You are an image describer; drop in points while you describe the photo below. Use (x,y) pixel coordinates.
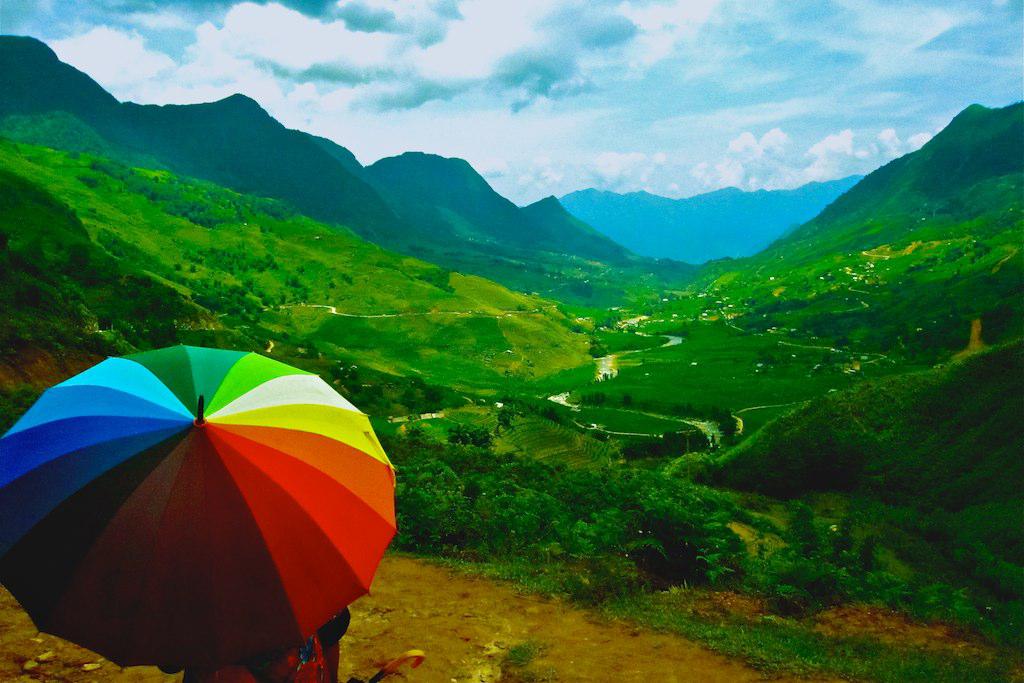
In this image we can see a person (301,656) holding an umbrella (240,581). In the back (136,315) there are trees (267,261). Also there are hills (411,236). In the background (622,91) there is sky (720,100) with clouds (472,92).
